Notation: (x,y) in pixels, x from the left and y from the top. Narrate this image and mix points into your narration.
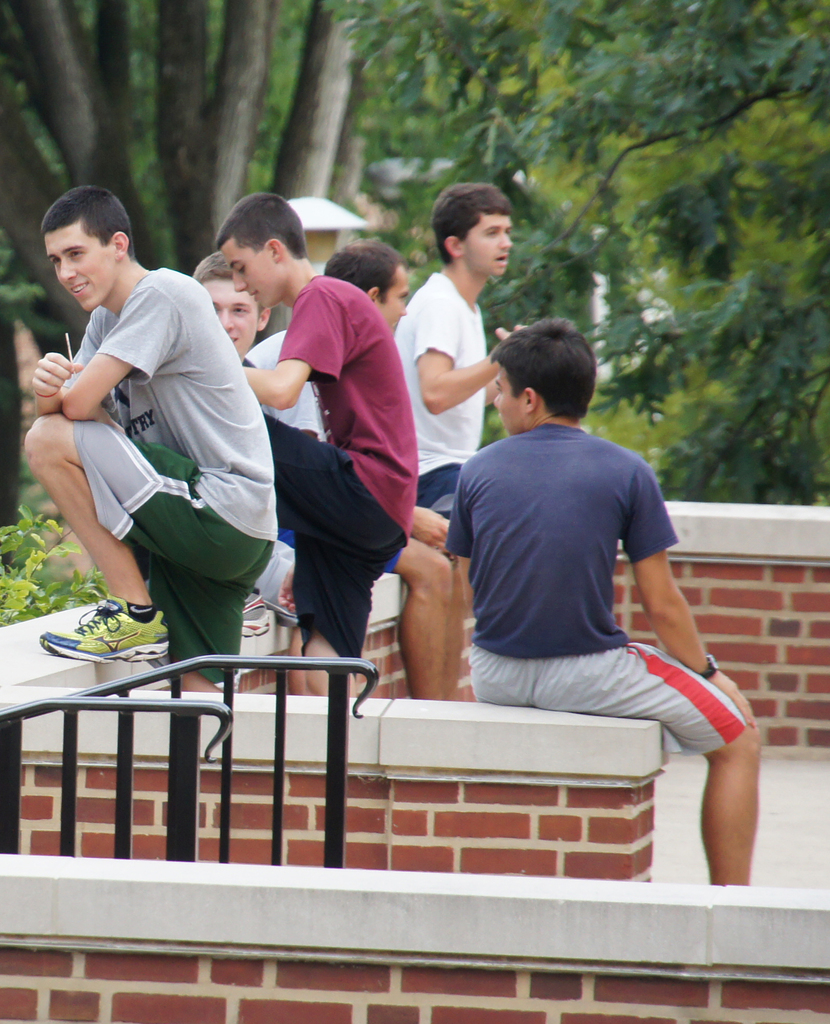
This picture shows few men (192,432), Couple of them (389,458) are standing and few (534,680) are seated and we see trees (628,100).
